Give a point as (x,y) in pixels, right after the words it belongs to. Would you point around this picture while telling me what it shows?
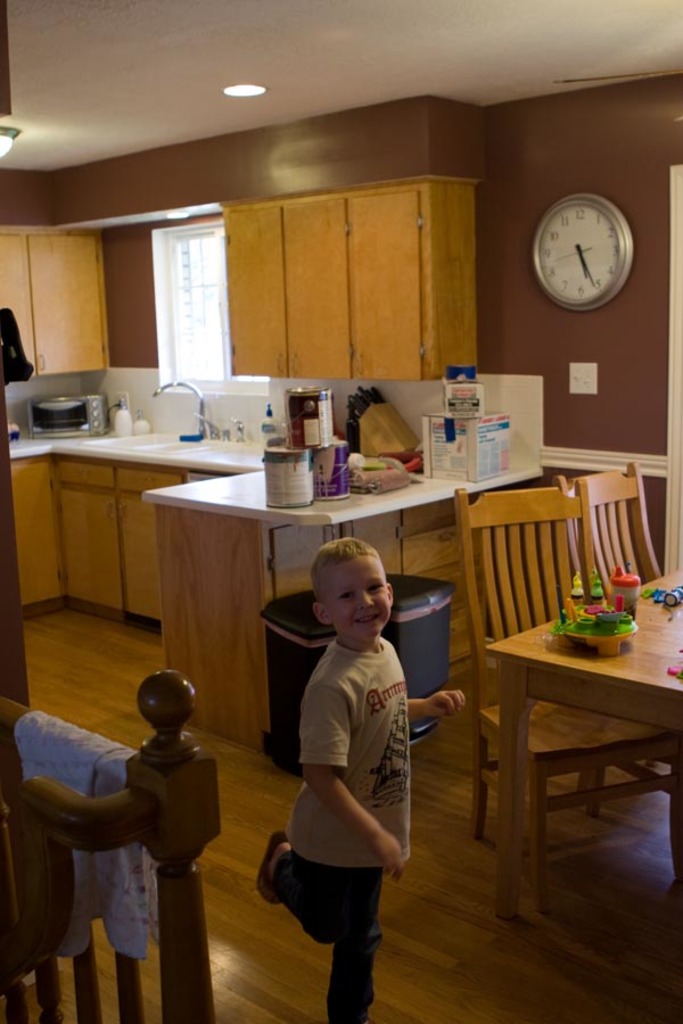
this picture shows a boy (286,859) standing and we see few toys (580,632) on the table (565,673) and couple of chairs (518,608) and we see a kitchen (202,513) and a wall clock (563,291) on the wall (660,231) we see a basket (281,618) and few boxes (483,466) on the countertop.
